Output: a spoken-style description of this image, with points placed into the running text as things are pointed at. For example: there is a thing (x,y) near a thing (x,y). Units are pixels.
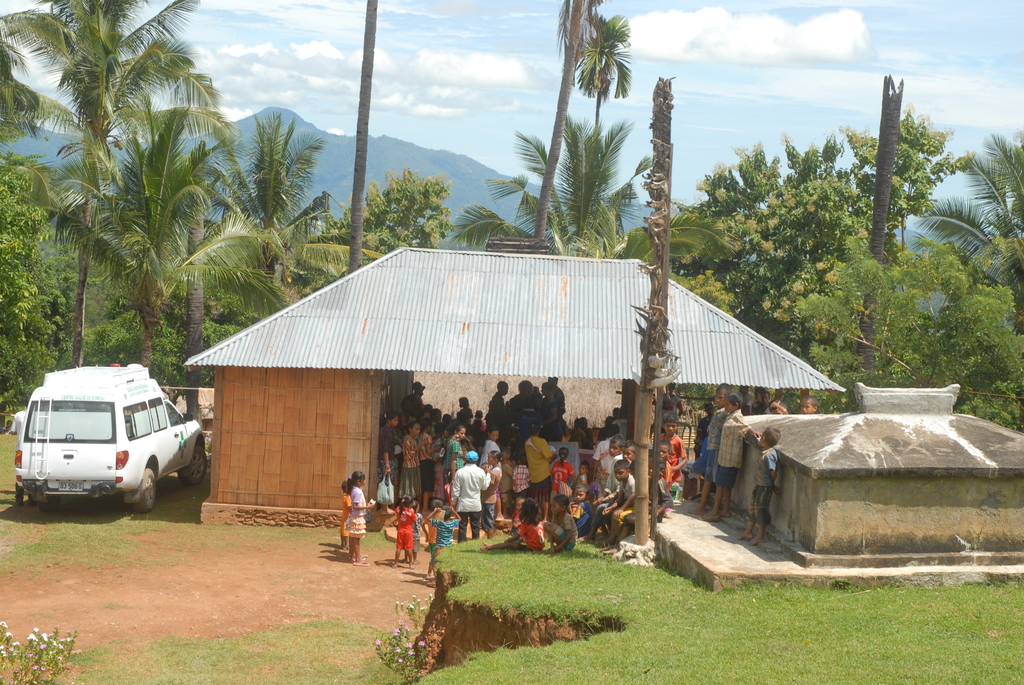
In this image I can see few people (485,428) are under the shed (482,314). These people (514,489) are wearing the different color dresses (727,465). To the side of the shed (391,356) I can see the car (71,454) which is in white color. In the background (399,194) there are many trees (326,196), mountains (376,147), clouds (308,90) and the blue sky (631,111).
